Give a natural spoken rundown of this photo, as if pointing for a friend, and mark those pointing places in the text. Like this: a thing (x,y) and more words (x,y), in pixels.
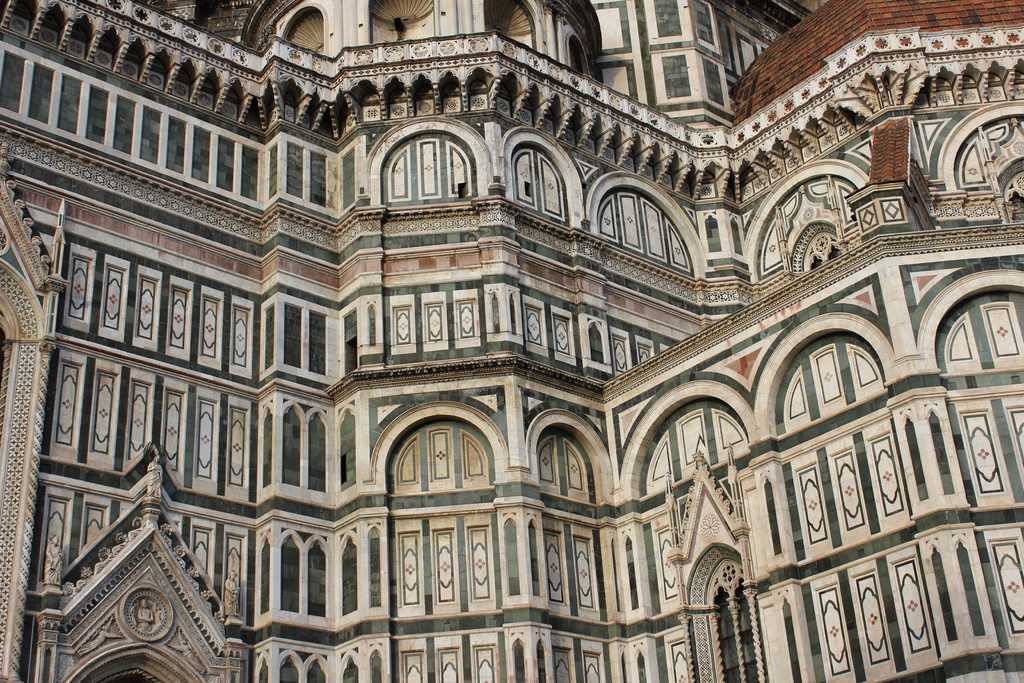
In this image in the center (660,338) there is one building (352,342).
